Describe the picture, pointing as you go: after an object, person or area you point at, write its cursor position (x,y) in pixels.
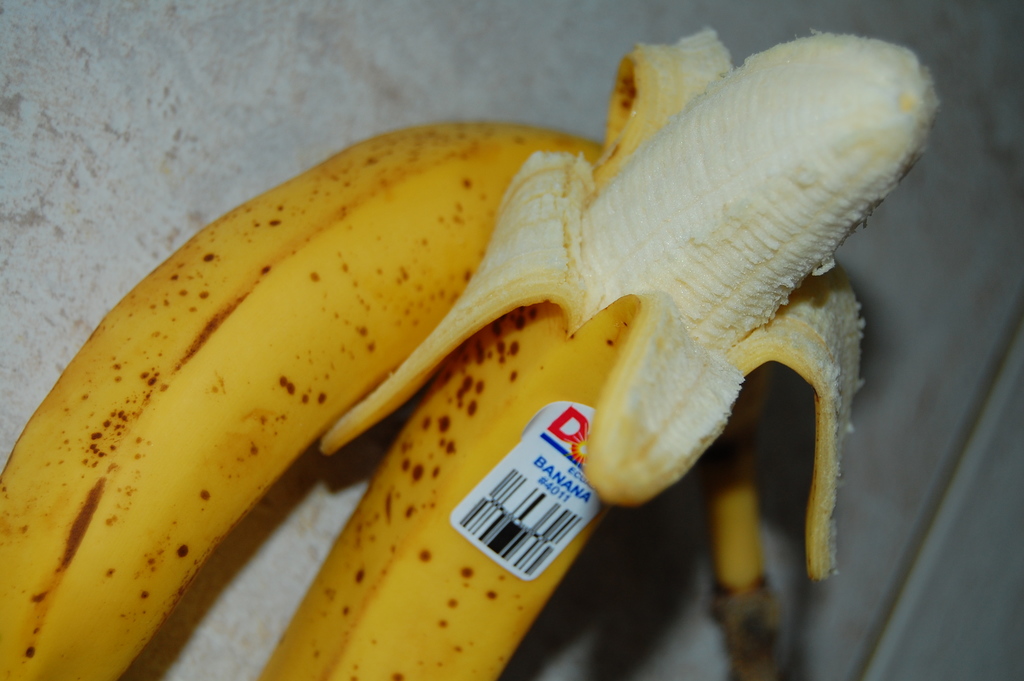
In this image we can see two bananas (431,282). On one banana (591,456) we can see a sticker (562,477).
